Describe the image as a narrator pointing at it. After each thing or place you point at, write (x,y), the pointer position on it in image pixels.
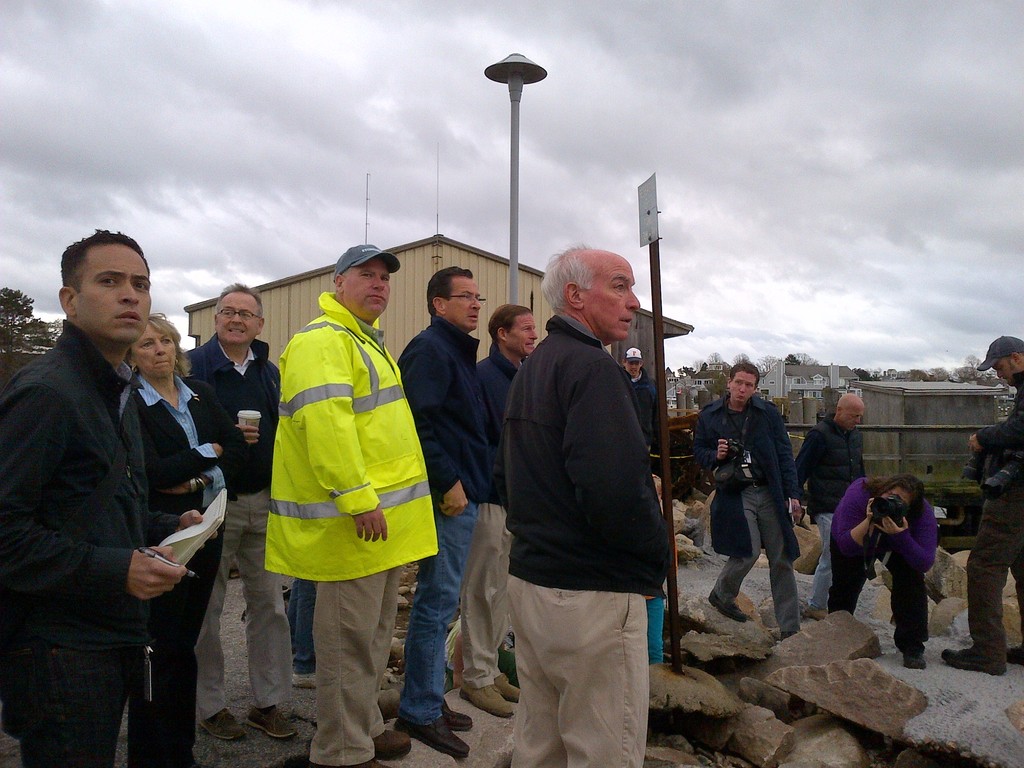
In this picture we can see a group of people (440,702), some people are holding cameras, one person (142,635) is holding a book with pen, another person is holding a cup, here we can see buildings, poles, trees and we can see sky (673,248) in the background (762,262).
